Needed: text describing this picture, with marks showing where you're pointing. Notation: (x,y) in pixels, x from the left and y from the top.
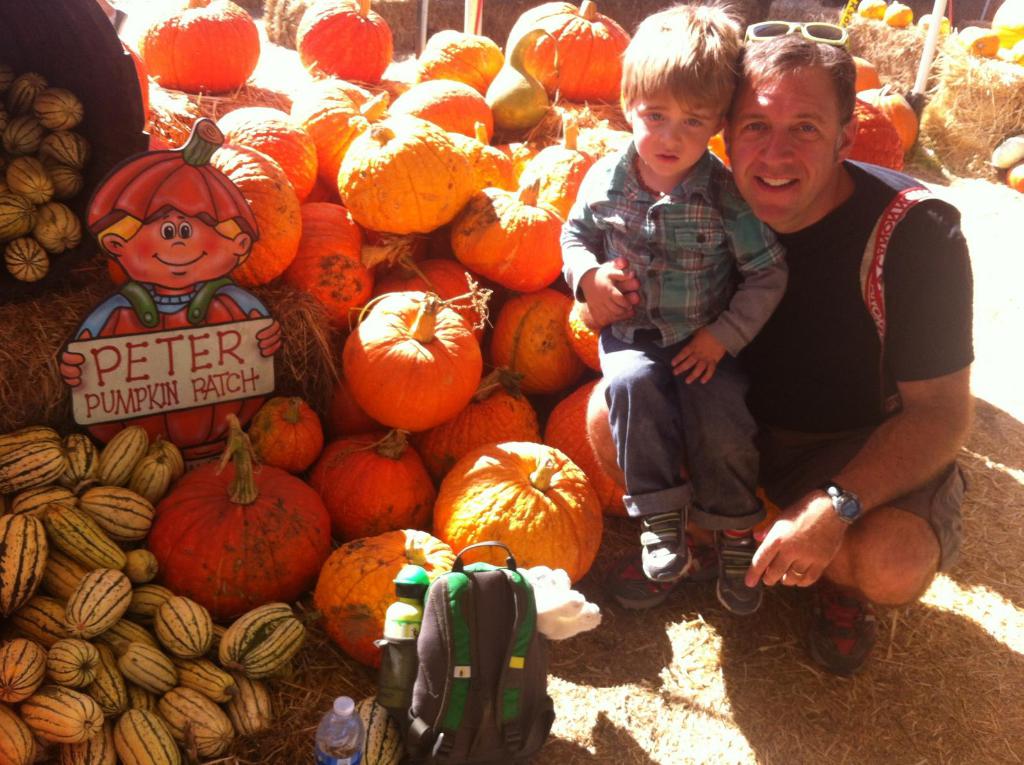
In this image I can see a boy (610,285) and a man (776,457). I can also see number of pumpkins (270,238), a bag (486,579) and few bottles (343,719). I can also see something is written over there and here I can see specs (757,31) on his head (787,126). I can also see shadows (902,719) on ground (797,663).
